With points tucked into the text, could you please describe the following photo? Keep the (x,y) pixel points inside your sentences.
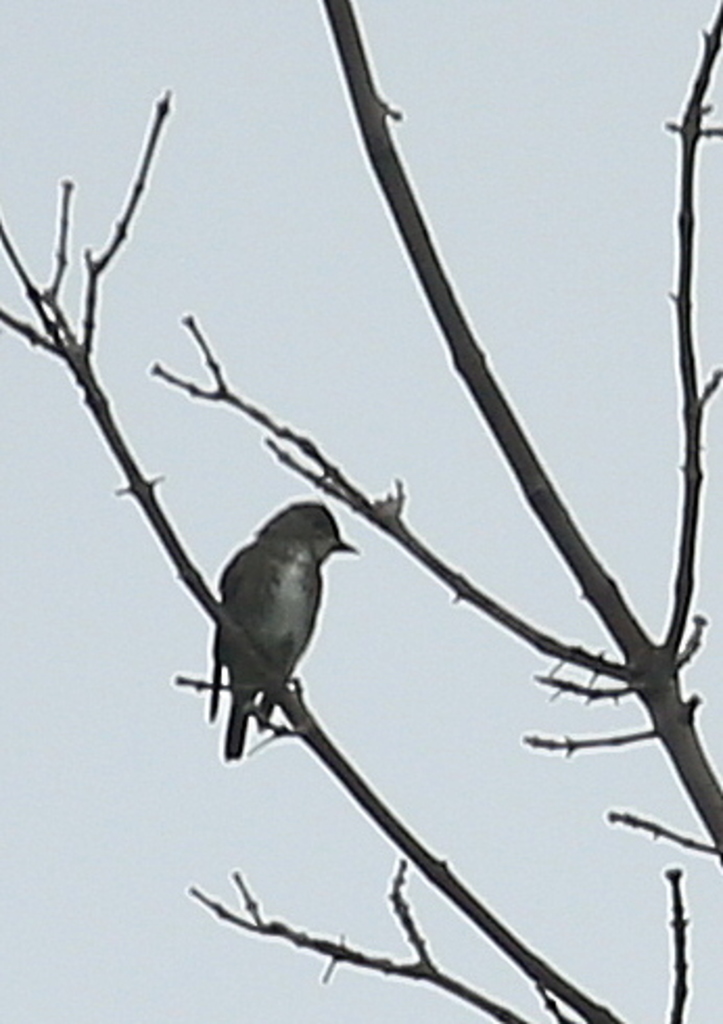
In this image there is a bird (238,722) standing on the branch (538,978) of the tree (593,580), and in the background (347,671) there is sky (436,97).
